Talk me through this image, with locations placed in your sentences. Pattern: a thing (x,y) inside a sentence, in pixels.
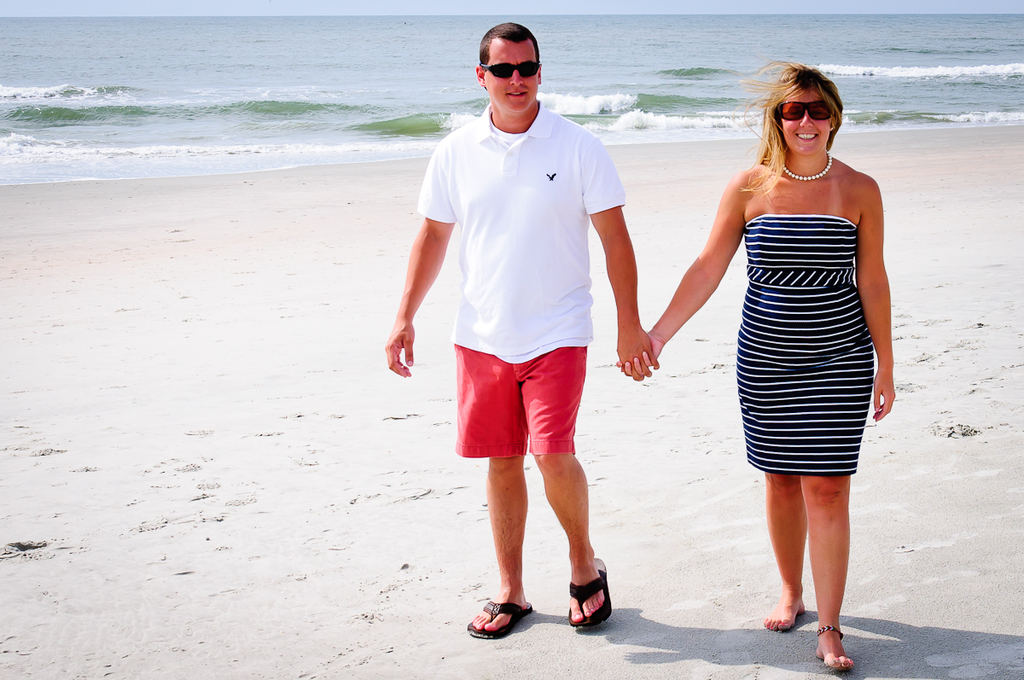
In this picture we can see a man (503,453) and a woman (807,209) wore goggles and walking on sand (582,454) and smiling and in the background (305,118) we can see the water (426,19), sky (616,8).
